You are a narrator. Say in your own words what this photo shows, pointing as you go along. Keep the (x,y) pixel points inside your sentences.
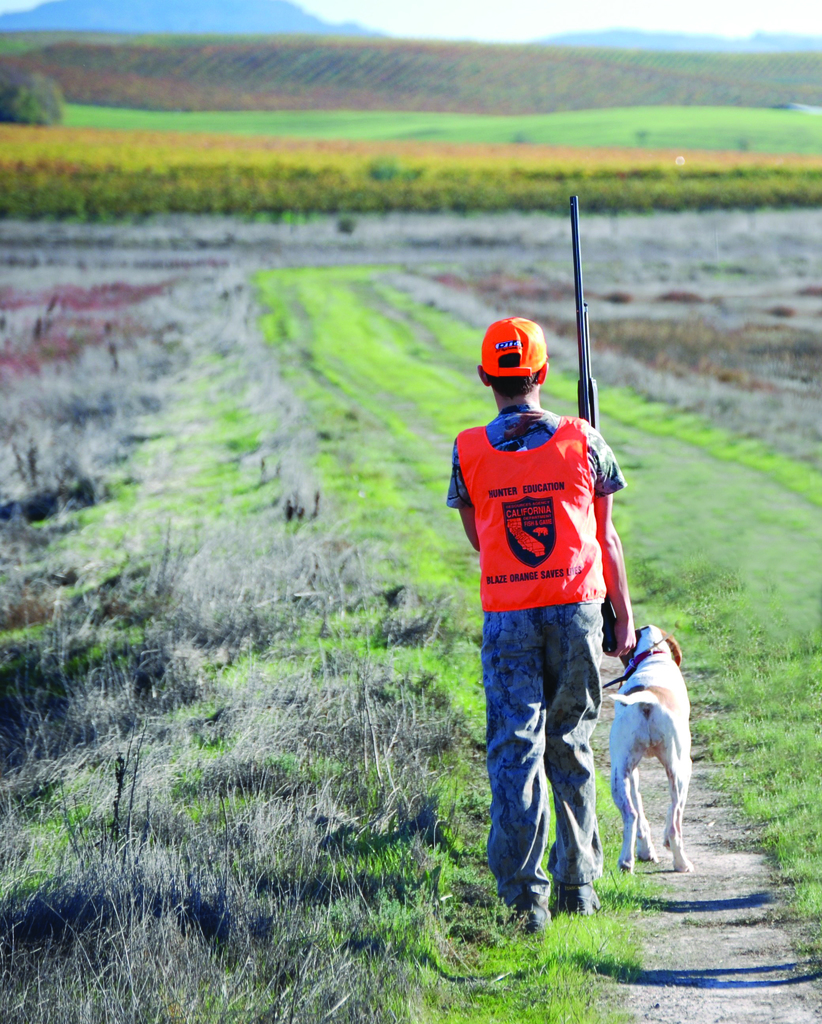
In this image i can see a person (565,633) wearing a cap (496,357) and holding a gun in his hands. I can see a dog (666,765) beside him. In the background (303,178) i can see a field (321,190), mountains (138,18) and a sky (494,15).
